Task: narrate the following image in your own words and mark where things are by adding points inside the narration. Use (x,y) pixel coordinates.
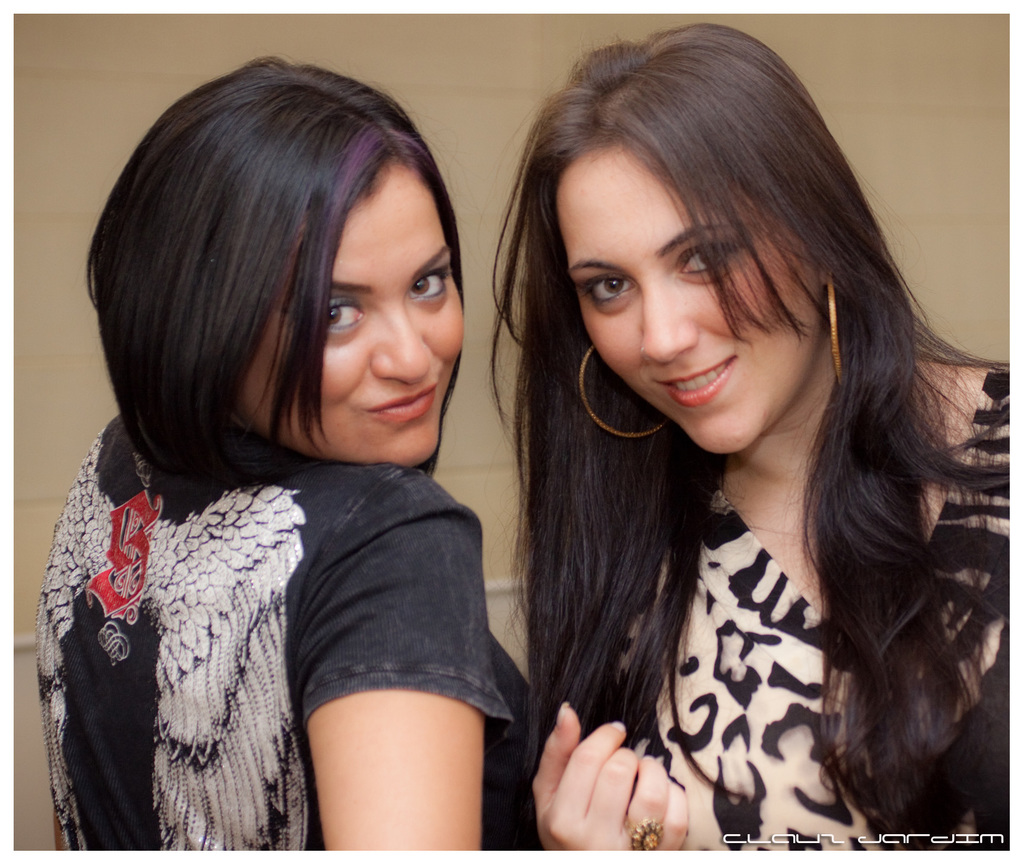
In this image we can see two women (690,460) wearing dresses (150,706) are smiling. In the background (796,25), we can see the wall (47,376). Here we can see the watermark (742,836) on the bottom right side of the image (761,834).
